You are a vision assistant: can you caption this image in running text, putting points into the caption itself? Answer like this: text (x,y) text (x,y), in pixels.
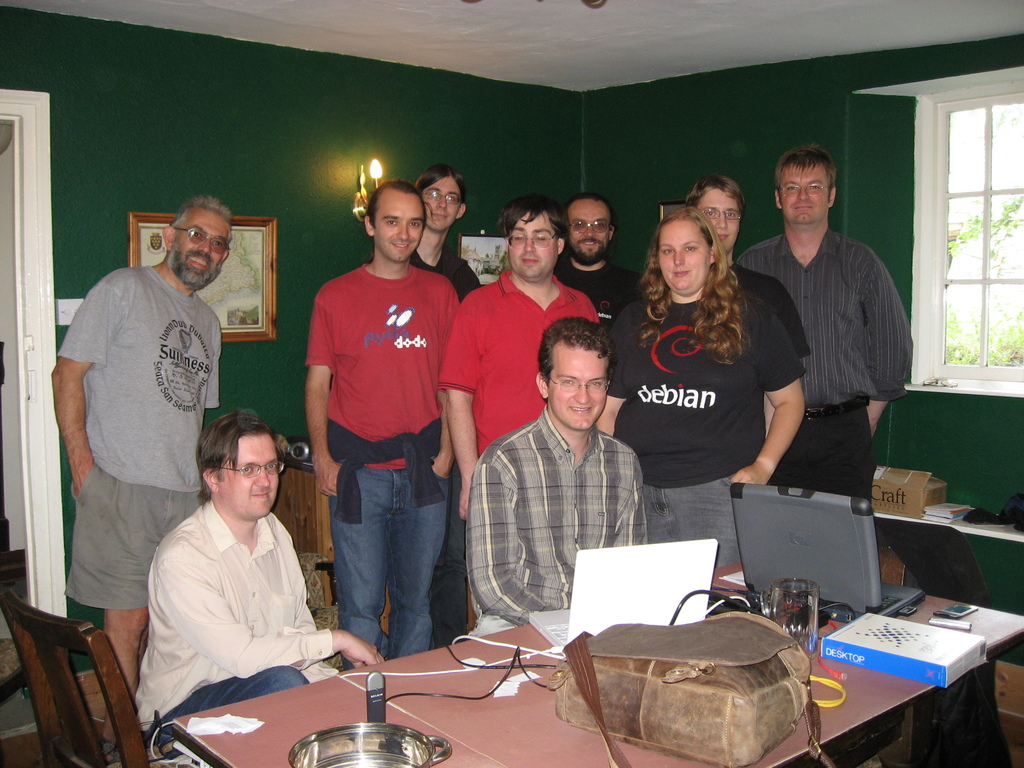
In the image there are many people (543,332) standing on the floor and in the front (244,566) there are two persons (510,593) sitting in front of table (251,759) with laptops (638,591), bags (620,697) on it and on the back wall (301,224) there are photo frames (270,258) and lights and there is a window (982,199) on the right side wall (987,408).
